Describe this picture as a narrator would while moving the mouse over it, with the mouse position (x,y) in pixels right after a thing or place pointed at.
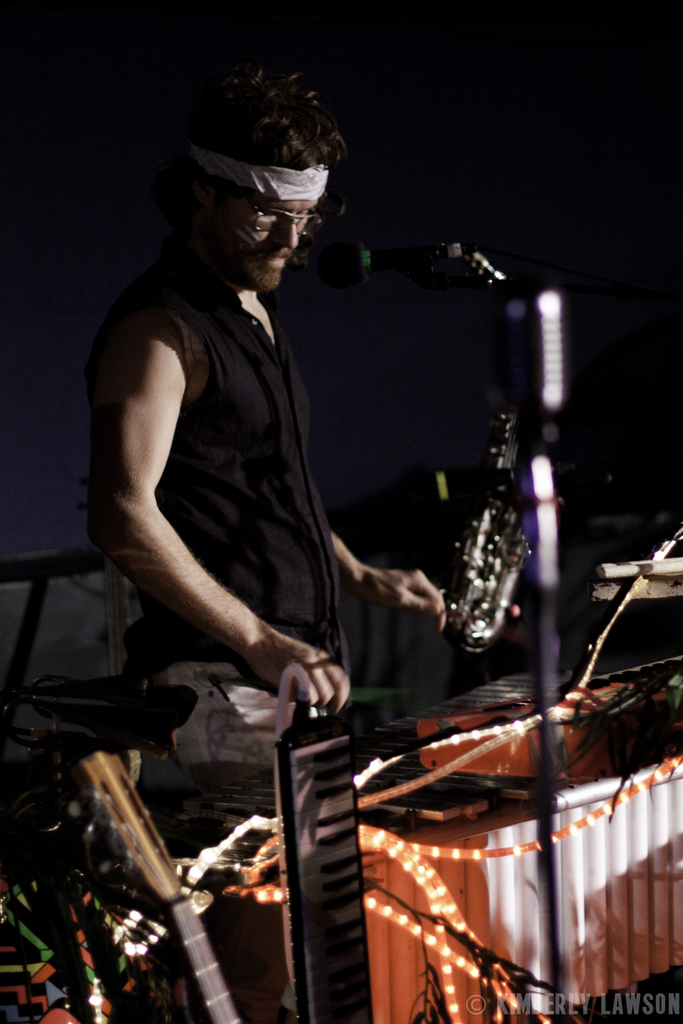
In this picture we can see a man (325,576) playing a musical instrument (675,819). Here we can see a mike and there is a dark background (457,341).
